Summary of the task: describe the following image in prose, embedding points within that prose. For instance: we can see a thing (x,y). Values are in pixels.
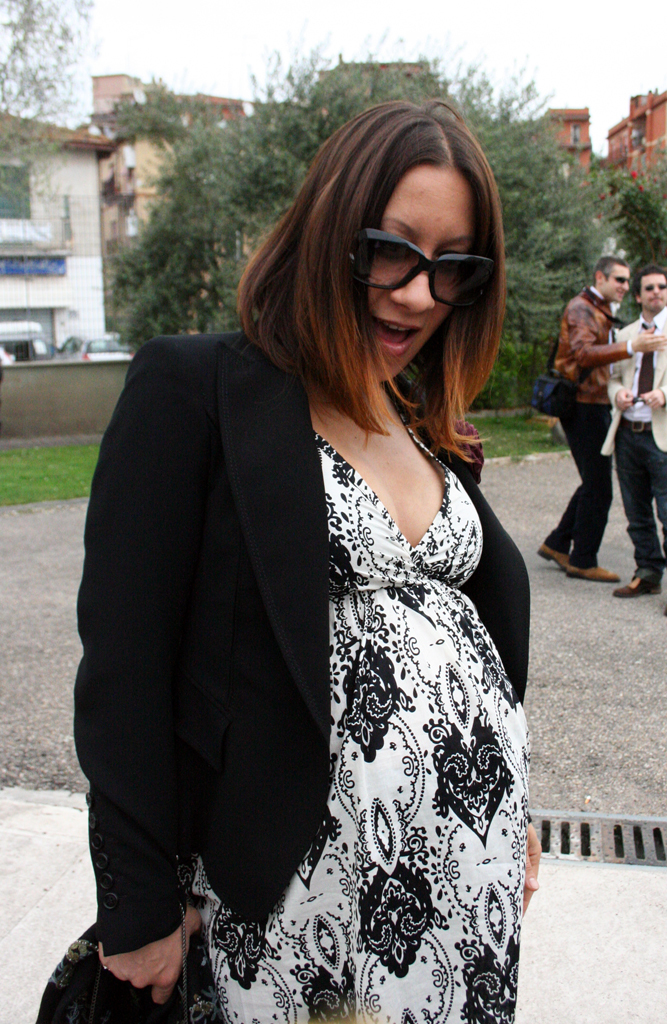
In this image I can see a woman (475,733) wearing white and black colored dress (461,766) is standing. In the background (638,465) I can see few persons (600,499) standing, few trees (555,206) which are green in color, few vehicles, few buildings (58,153) and the sky (592,111).
